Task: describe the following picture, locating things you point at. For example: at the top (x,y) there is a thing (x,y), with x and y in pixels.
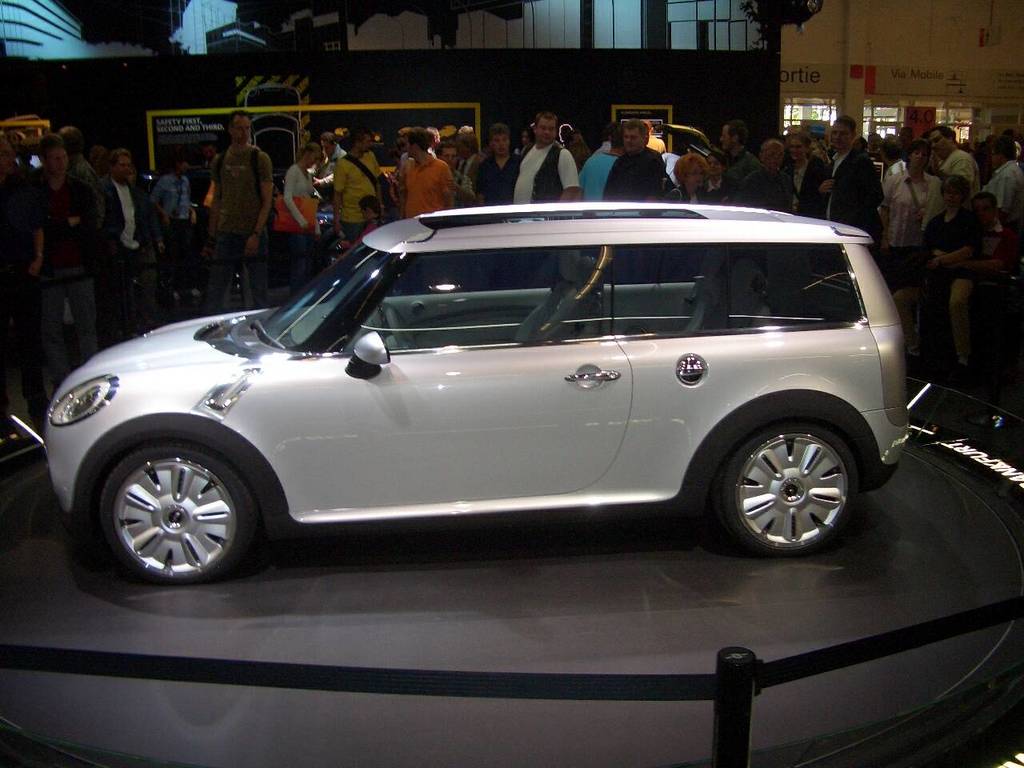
In this picture we can see silver car (410,468), parked in the showroom (391,628). Behind there are some people (186,164), standing and watching the car (373,477).
